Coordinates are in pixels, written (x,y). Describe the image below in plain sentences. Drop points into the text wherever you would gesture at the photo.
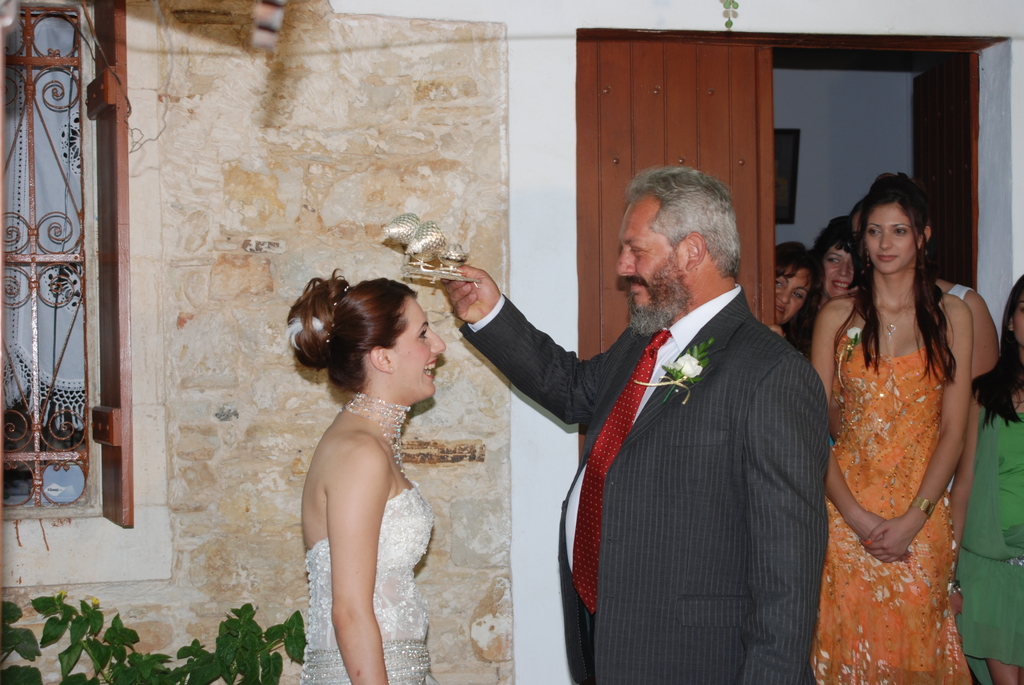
In this image, we can see persons (792,431) wearing clothes (875,389). There is a person (780,363) in the middle of the image (645,395) holding an object (436,270) in front of the door (591,227). There is a window (45,171) on the left side of the image (55,332). There are leaves (194,661) in the bottom left of the image (62,635).
